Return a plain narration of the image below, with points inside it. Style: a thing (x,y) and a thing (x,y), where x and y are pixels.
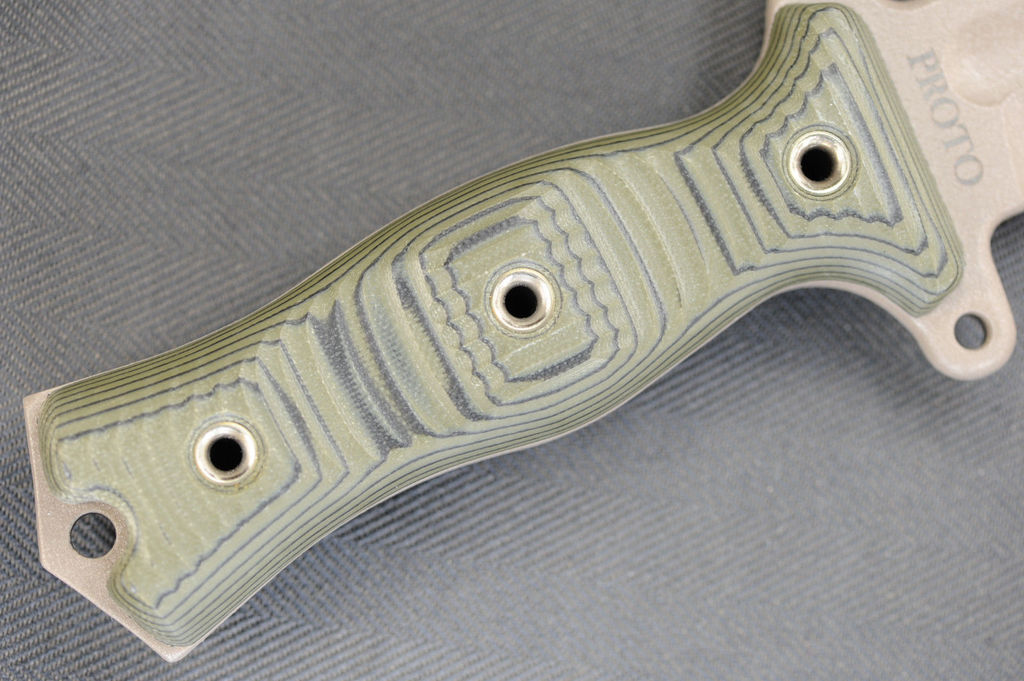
There is an object (557,302) in the center of the image (381,321).
